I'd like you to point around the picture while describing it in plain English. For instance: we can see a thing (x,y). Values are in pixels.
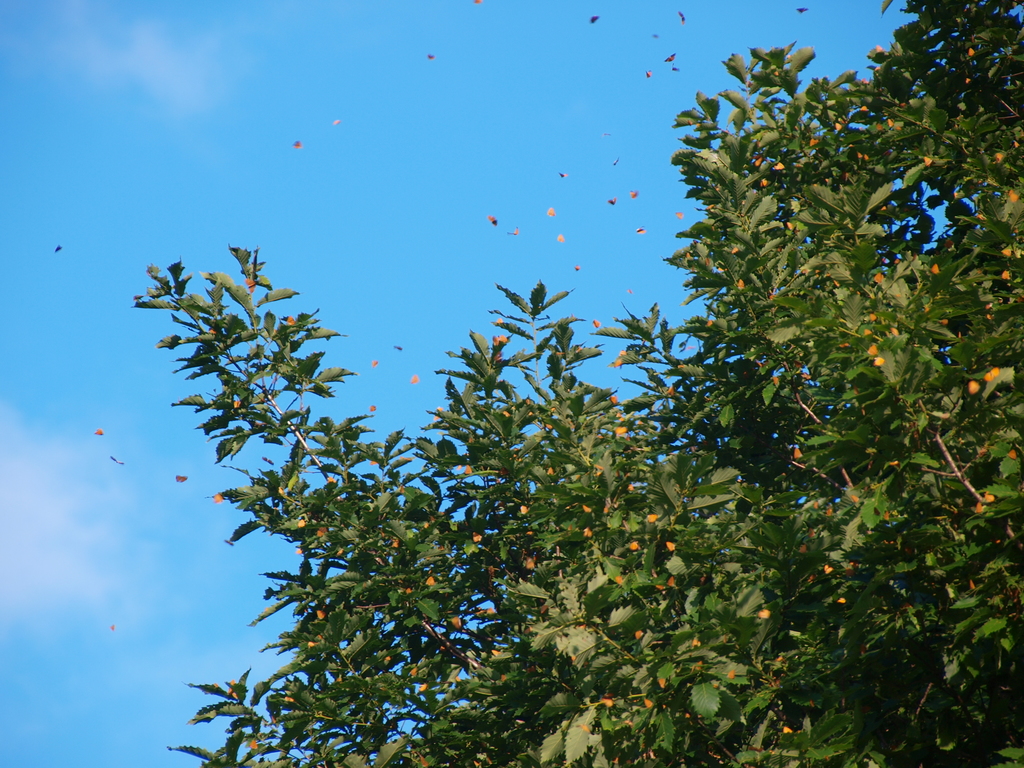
In this image there is a tree (680,616) and butterflies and a sky (271,104).
